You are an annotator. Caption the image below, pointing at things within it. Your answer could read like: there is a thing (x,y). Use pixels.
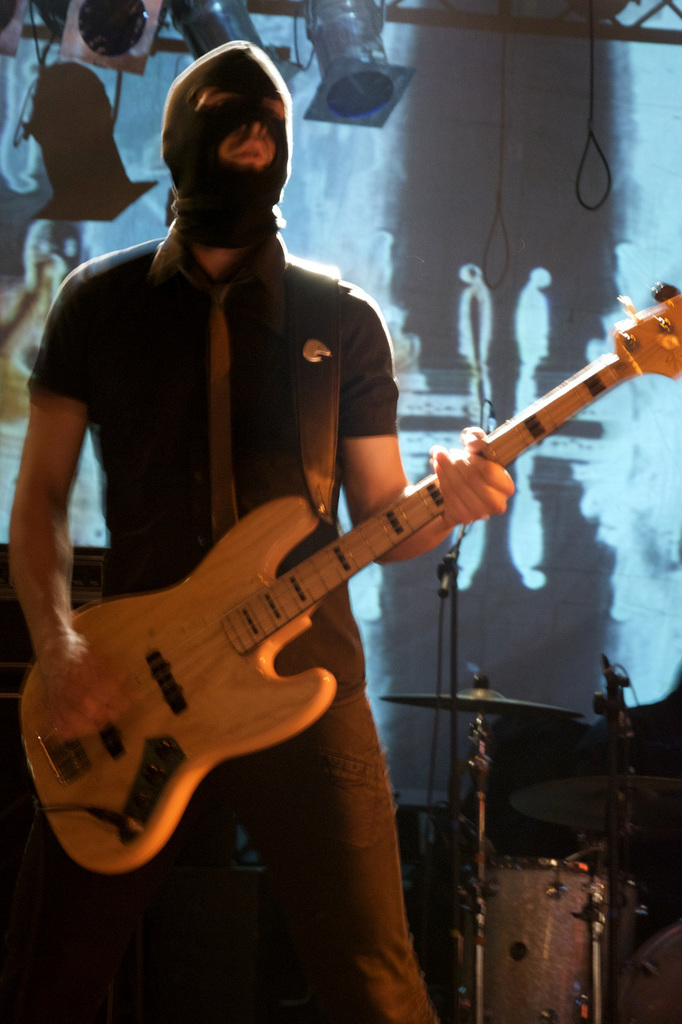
In this picture there is a man (185,126) who is standing at the left side of the image (61,493), by holding the guitar (595,372) in his hands (445,524) and wearing a face mask (164,145) over his face (199,97) and there are some spotlights (109,25) behind the man (214,226) at the left side of the image (113,72), there is a drum set (611,907) at the right side of the image (562,978).
